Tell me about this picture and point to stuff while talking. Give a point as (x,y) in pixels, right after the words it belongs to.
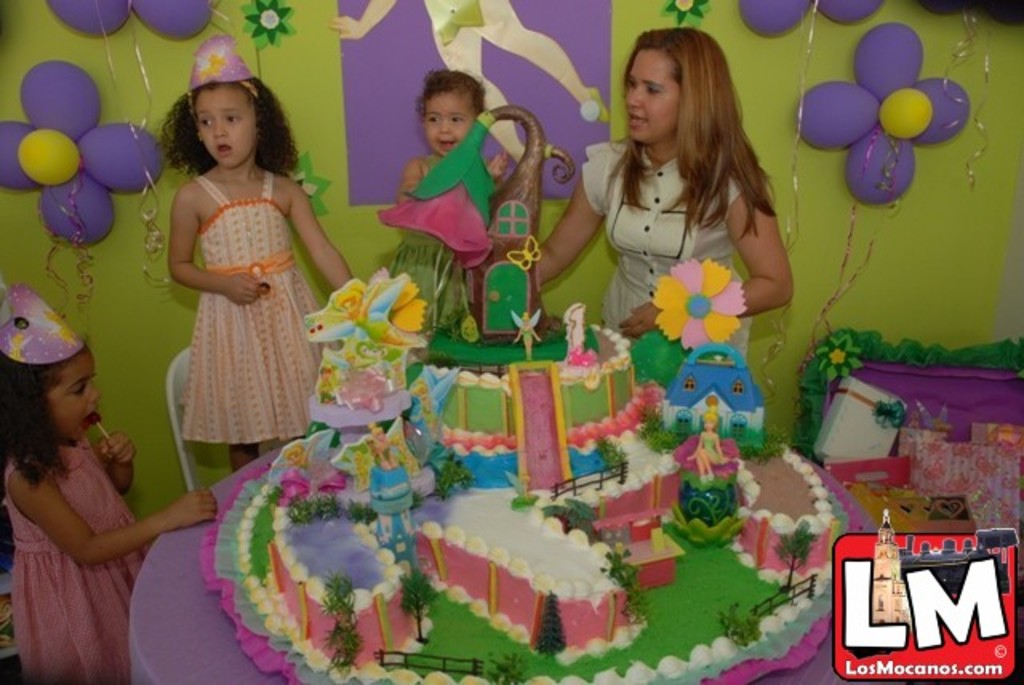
In this image we can see a few people (680,145), two kids (202,390) are wearing hats (222,79), one kid (95,452) is eating a lollipop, in front of them there is a cake (517,465) on the table (154,605), beside the lady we can see some gifts (930,454), on the couch (890,352), behind kids (215,178) we can see some balloons (74,106) and thread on the wall (315,16), also we can see a poster (507,35) with some image (472,58) on it, on the wall (142,393).
